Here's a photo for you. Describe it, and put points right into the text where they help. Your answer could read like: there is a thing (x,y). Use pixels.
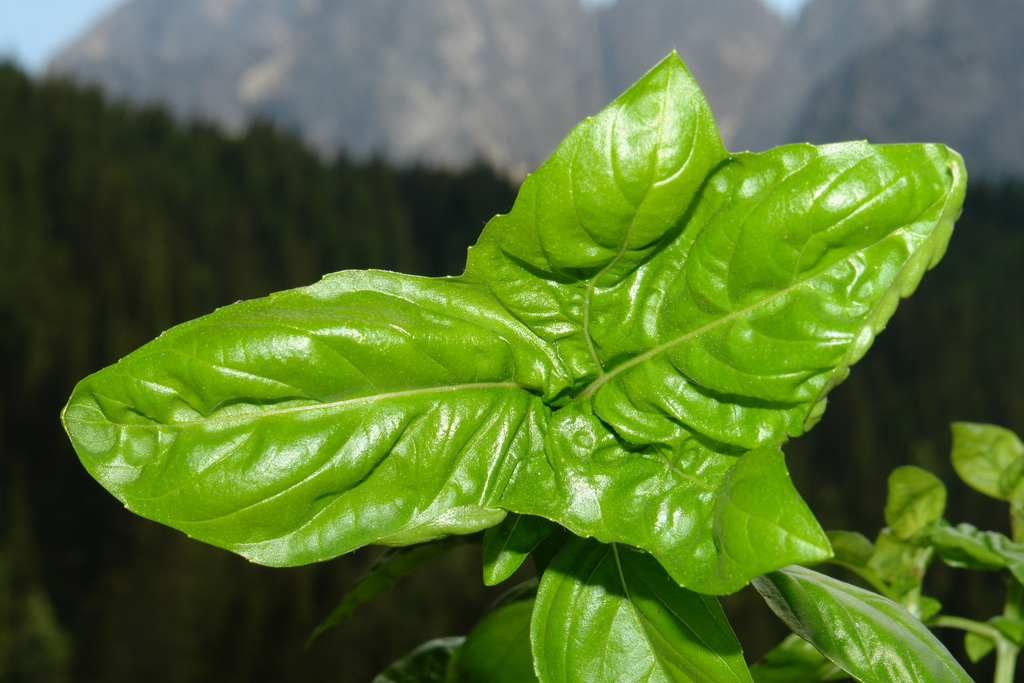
In the center of the image (534,400) there are leaves (532,529). In the background (314,218) there are trees (295,200), hills (325,31) and sky (56,26).
